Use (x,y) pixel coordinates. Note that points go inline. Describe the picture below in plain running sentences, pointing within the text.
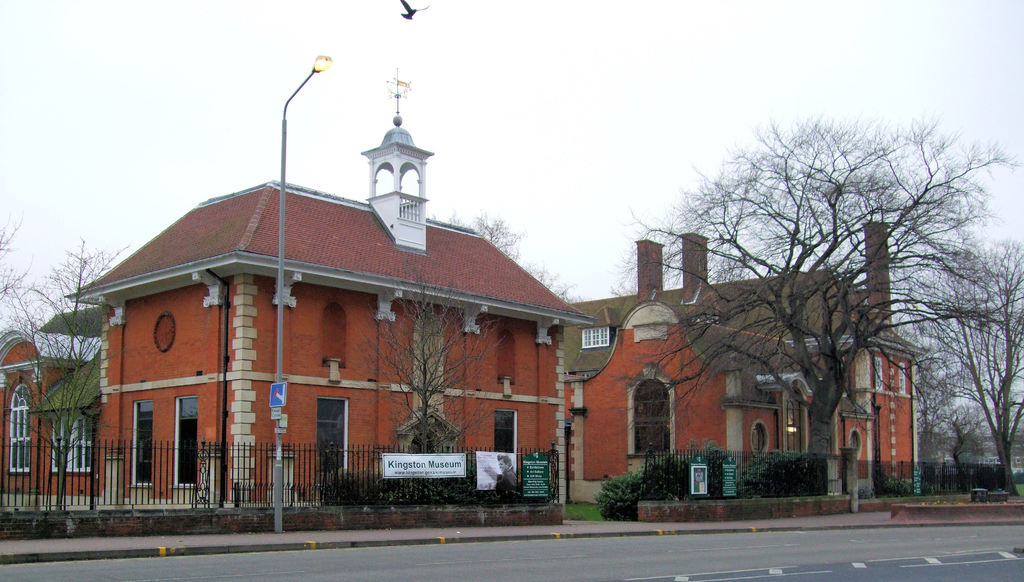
In this picture in the background (329,362) there is a fence (482,487) and on the fence (718,462) there is a board (542,483) with some text (531,477) written on it, there is a pole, there are buildings (318,351), trees (1006,431) and there is a bird (402,2) flying in the sky (560,52) and the sky (713,68) is cloudy.
